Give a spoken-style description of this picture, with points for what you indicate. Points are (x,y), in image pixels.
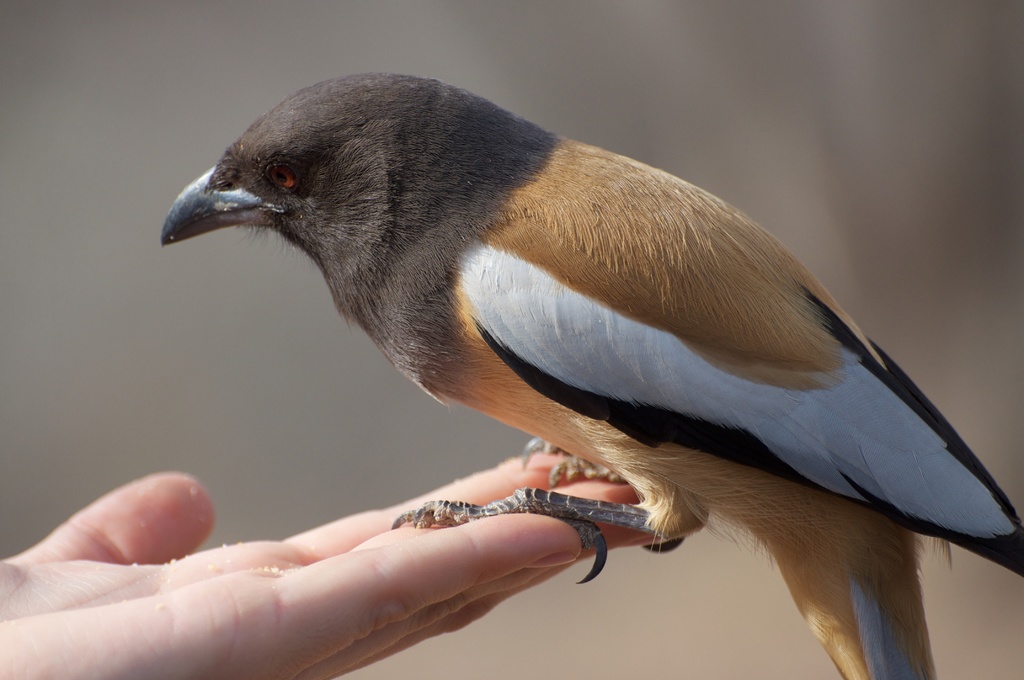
In this picture we can see a bird (581,533) on a hand (347,541) and there is a blur background (865,172).
